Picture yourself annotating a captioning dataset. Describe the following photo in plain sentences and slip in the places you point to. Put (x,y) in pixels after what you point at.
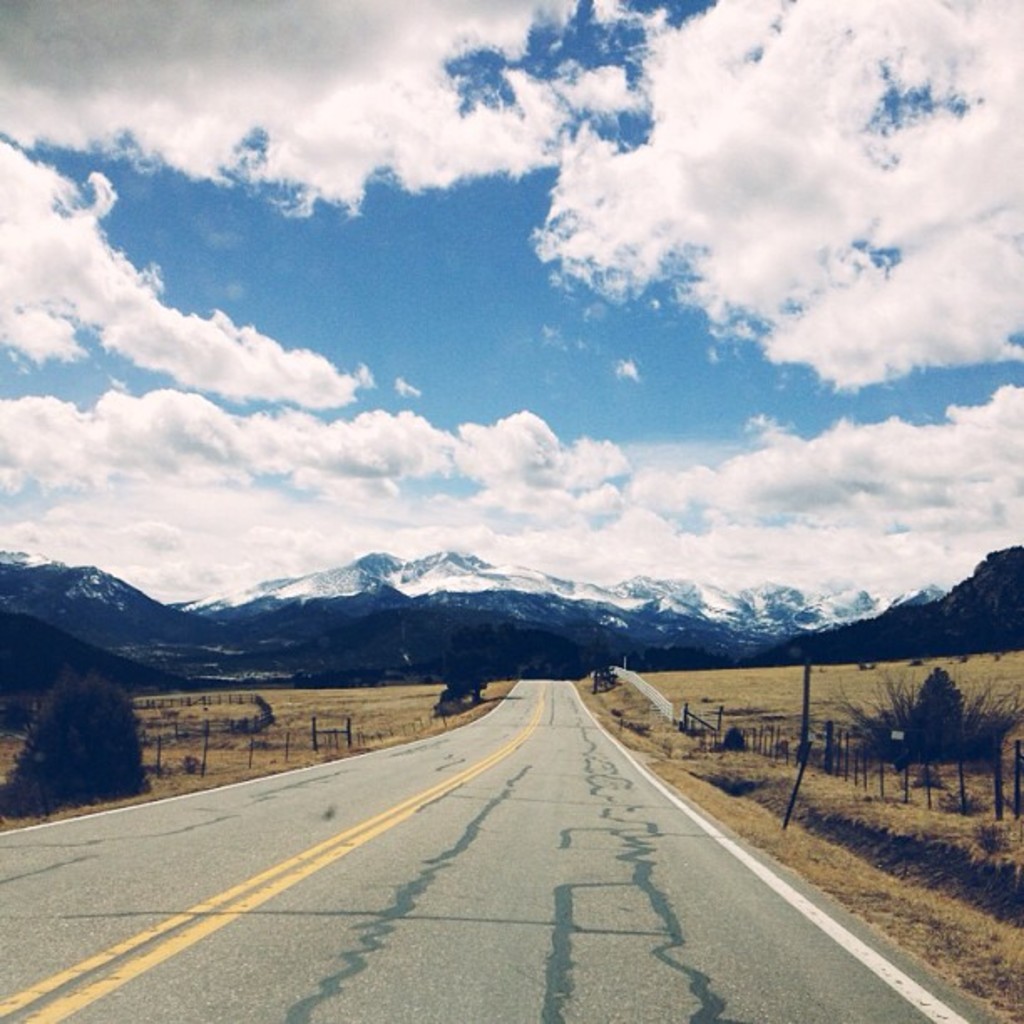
This image is clicked on the road (285,946). In the center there is a road (298,875). There are markings (317,843) on the road (515,830). On the either sides of the road (537,831) there are plants (62,713) and grass (757,688) on the ground (772,696). In the background (564,624) there are mountains (443,614). At the top (421,304) there is the sky (404,253).
